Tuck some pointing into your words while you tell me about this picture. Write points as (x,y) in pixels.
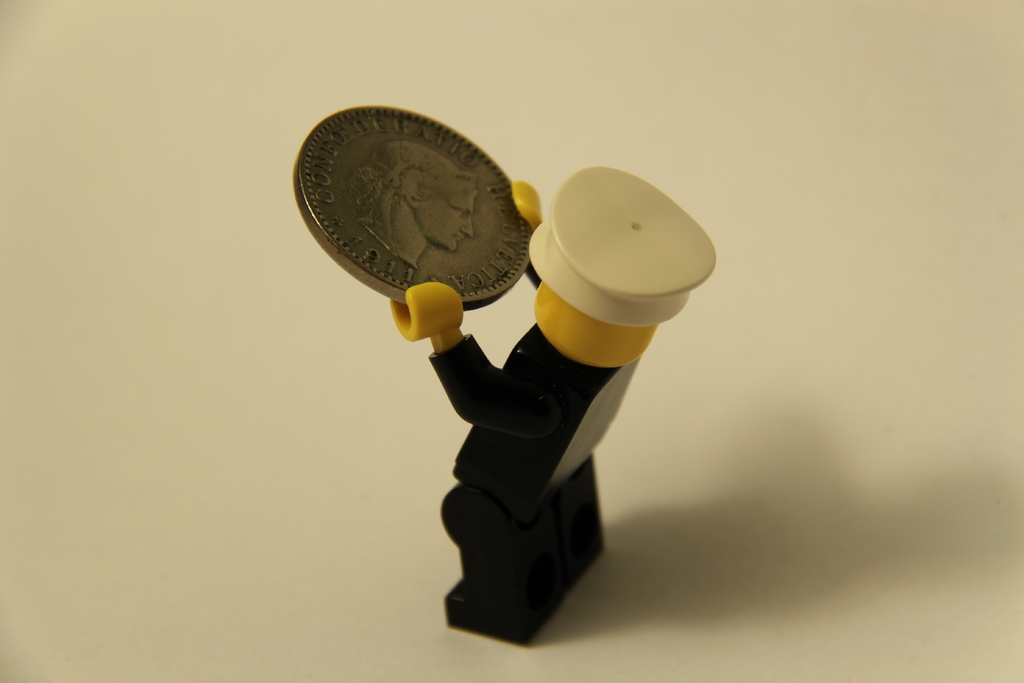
In the center of the image (614,273) there is a depiction of a person (591,234) holding a coin (475,281). At the bottom of the image (308,628) there is a white color surface (599,626).
